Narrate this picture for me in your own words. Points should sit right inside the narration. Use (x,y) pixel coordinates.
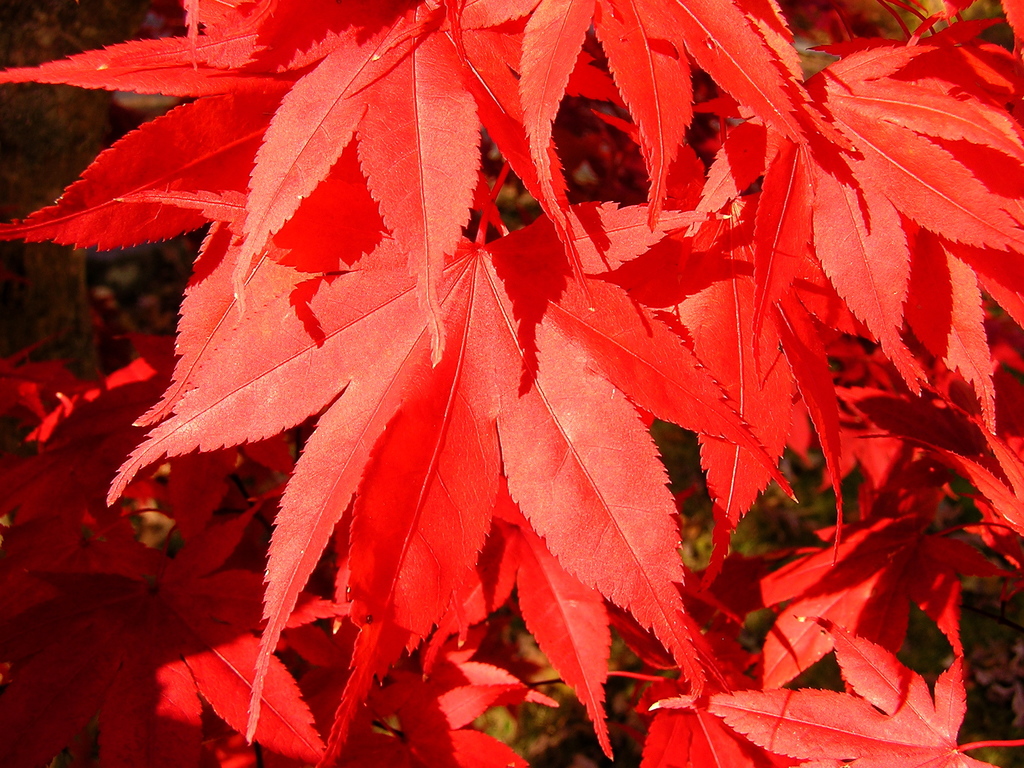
In the picture I can see red color leaves (411,395). The background of the image (26,505) is blurred.
